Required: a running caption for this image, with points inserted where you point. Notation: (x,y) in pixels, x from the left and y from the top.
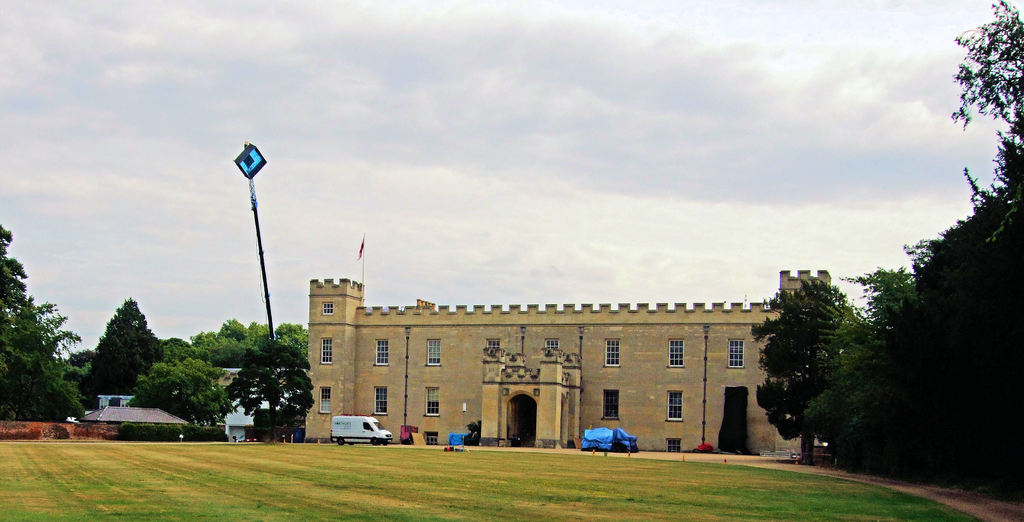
A vehicle (367,440) is present. There is a building (516,339) which has a flag (364,241) on the top (357,294) and there are trees (235,359) on the either sides.
